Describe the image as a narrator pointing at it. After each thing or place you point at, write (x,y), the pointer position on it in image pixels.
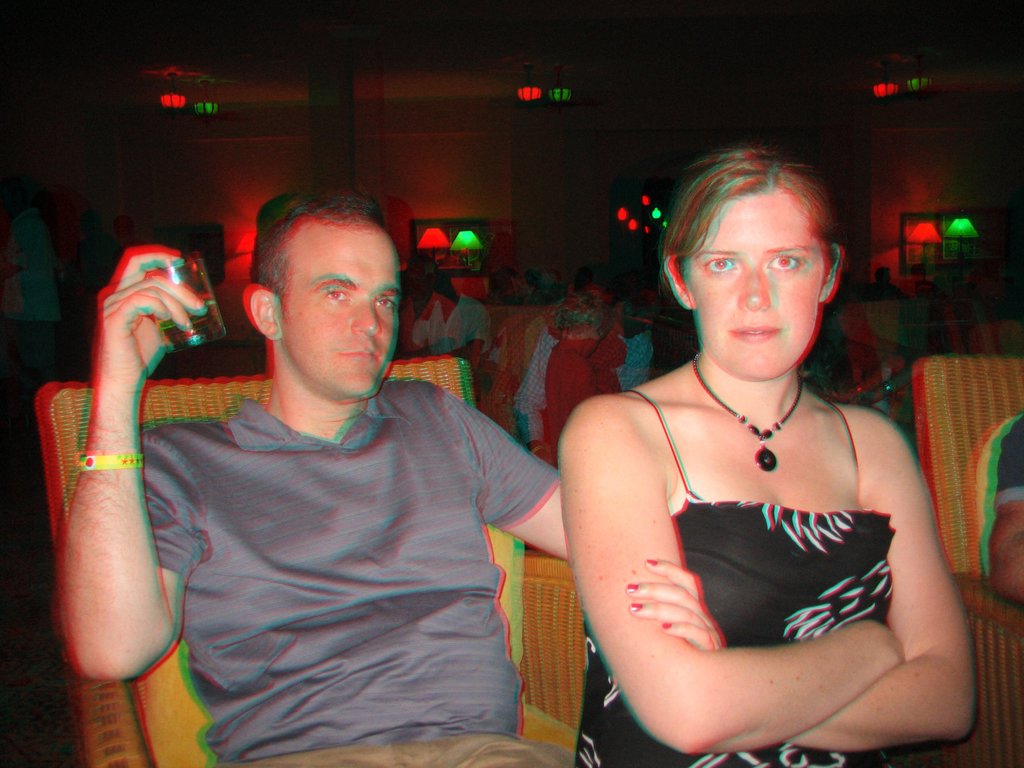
In this image I can see number of people (455,532) are sitting on chairs (530,615) and in the front of the image (292,328), I can see one man (173,305) is holding a glass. In the background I can see few lamps (970,225) and number of lights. I can also see this image is little bit blurry.
